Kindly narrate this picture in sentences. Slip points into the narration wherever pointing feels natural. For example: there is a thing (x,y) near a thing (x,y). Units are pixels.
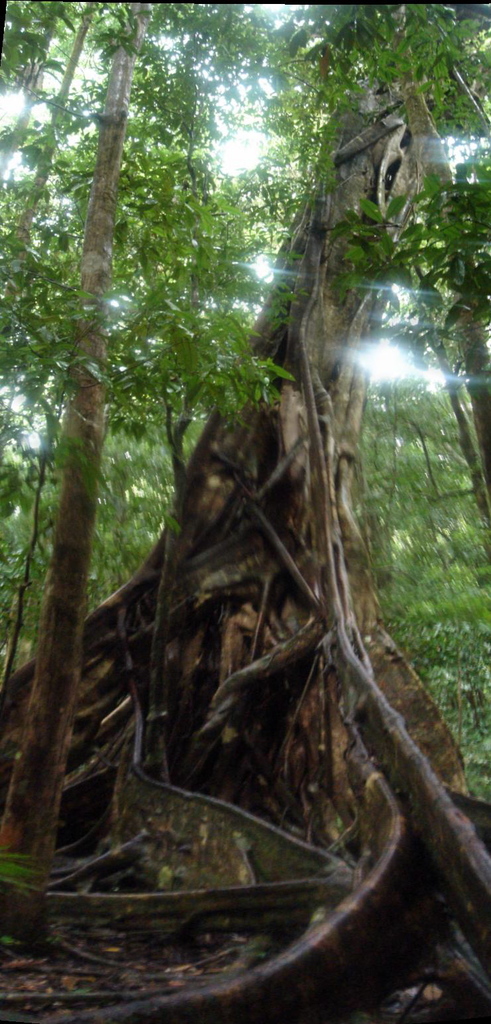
In this image there are some trees (251,337), and at the bottom (182,951) there are dry leaves (239,946) and also there are some wooden sticks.
